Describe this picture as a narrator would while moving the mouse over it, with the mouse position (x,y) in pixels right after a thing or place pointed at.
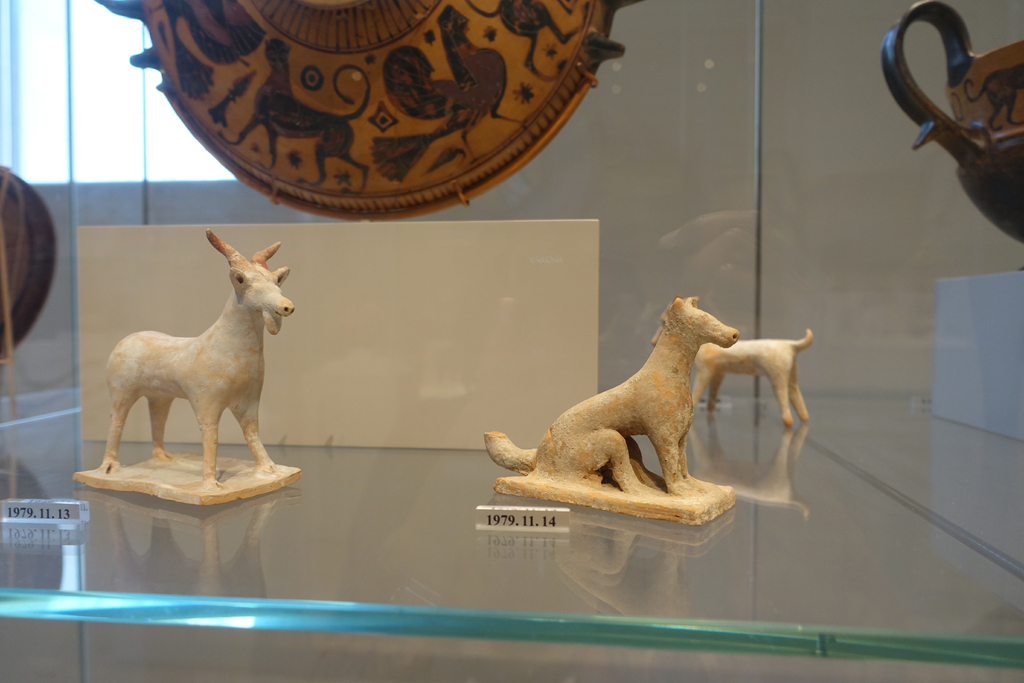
In this image, I can see the small sculptures (704,385) of the animals (250,425). These are the boards (488,524) with numbers (494,518) on it. This looks like a wooden object (362,121). I think this is a glass rack (776,564).
